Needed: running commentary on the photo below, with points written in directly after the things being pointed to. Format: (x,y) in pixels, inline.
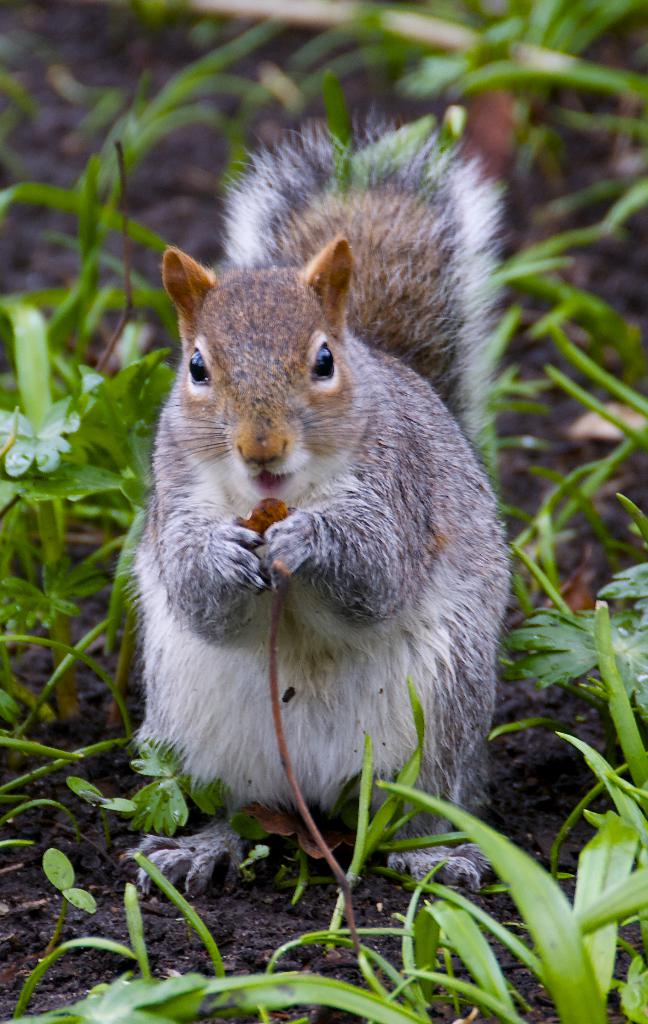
In this image there is a squirrel (313,592) standing on the ground (330,885). Beside it there is grass (498,923).
